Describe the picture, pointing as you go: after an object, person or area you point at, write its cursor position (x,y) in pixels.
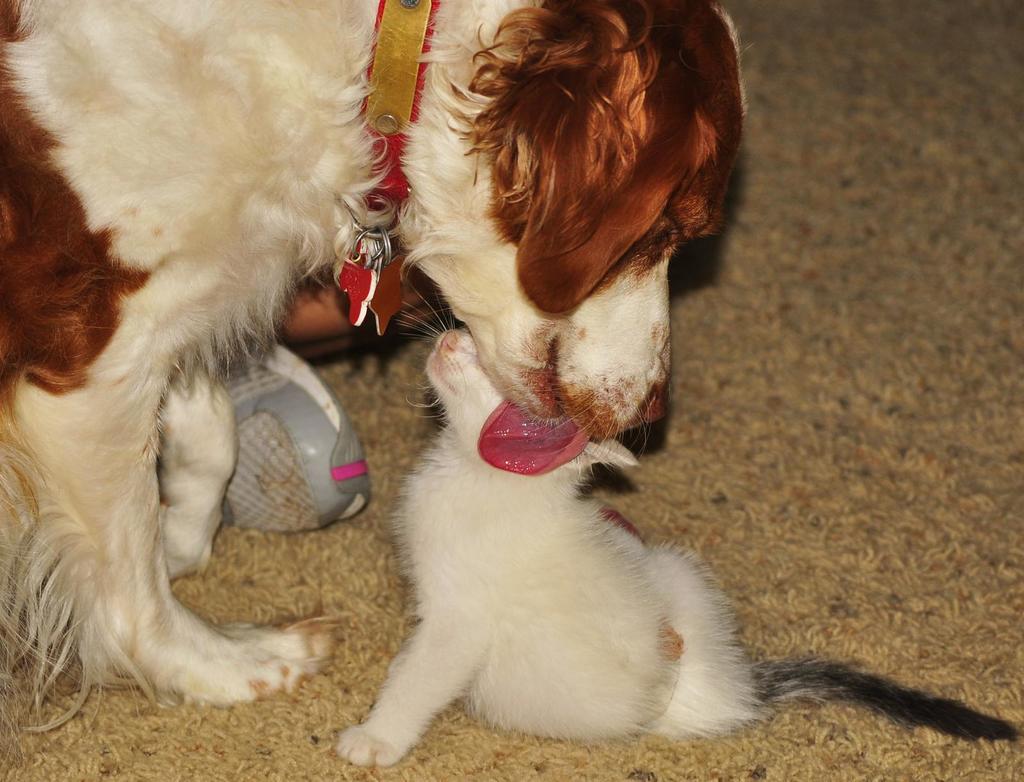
In this picture I can see a dog (652,394) and a cat (587,560) on the carpet (705,538).
